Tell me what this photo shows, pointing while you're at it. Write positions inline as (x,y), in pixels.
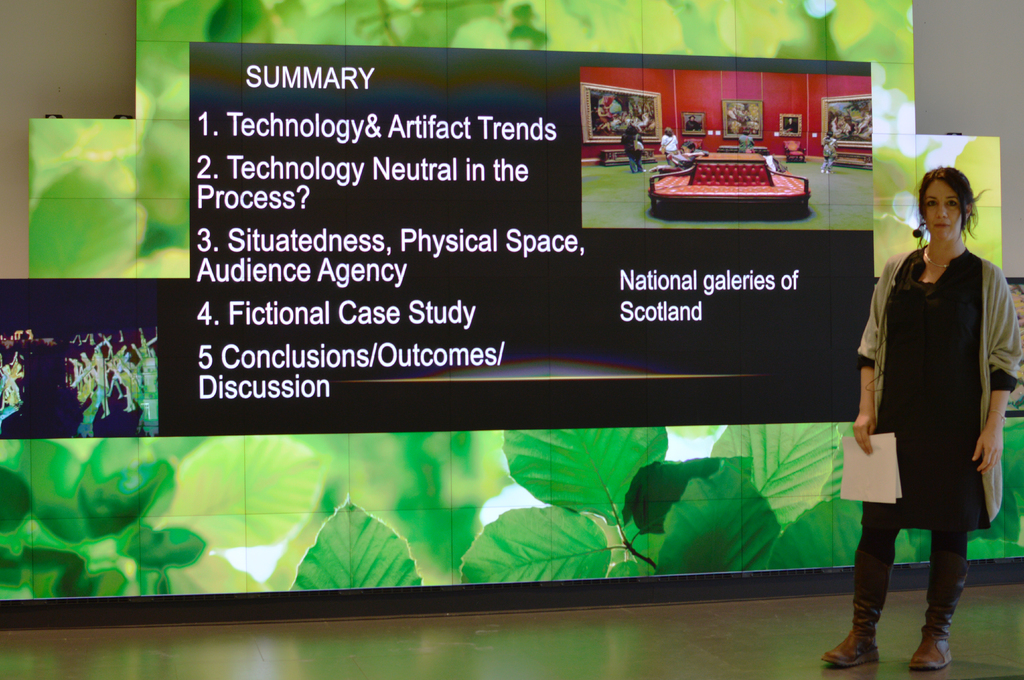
In this image I can see the person (891,363) standing and wearing the black and ash color dress (920,376). She is holding the papers (881,479). She is standing to the side of the screen (404,310). And it is colorful. In the back (1003,87) I can see the wall (1000,99).
